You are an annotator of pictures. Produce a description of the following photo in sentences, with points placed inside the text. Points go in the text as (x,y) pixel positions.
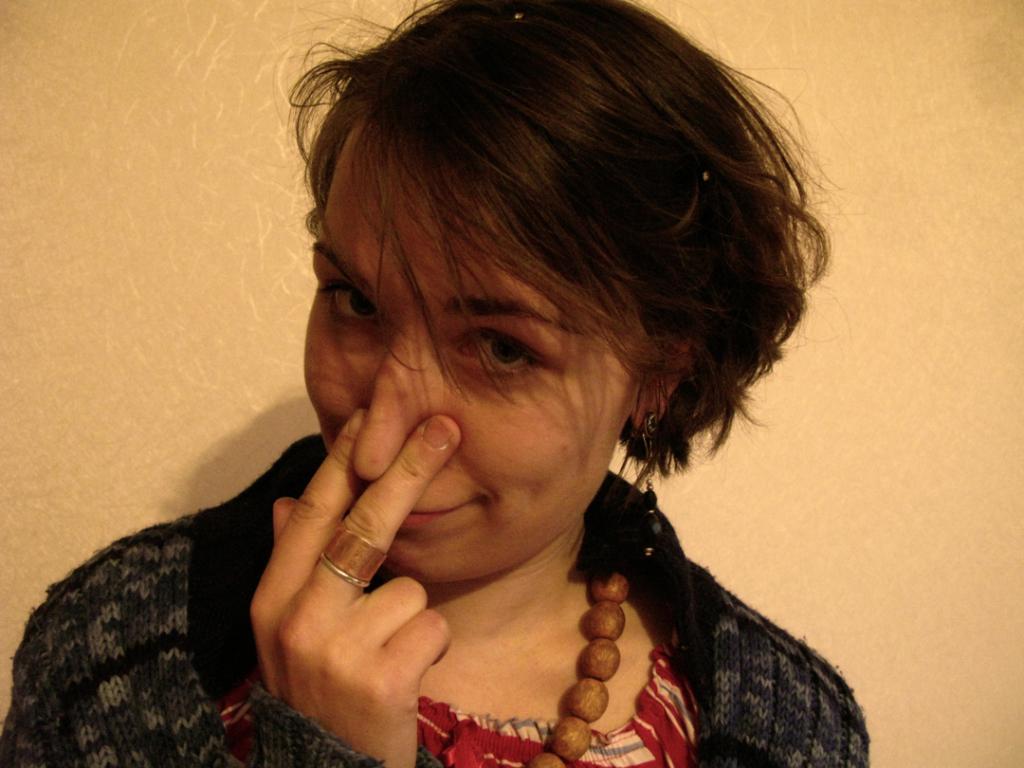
In this image we can see a women (316,352) with short hair (659,339) wearing a dress (519,747) is holding her nose (384,369) with her fingers (304,533). In the background (1022,303), we can see a wall (132,107).
